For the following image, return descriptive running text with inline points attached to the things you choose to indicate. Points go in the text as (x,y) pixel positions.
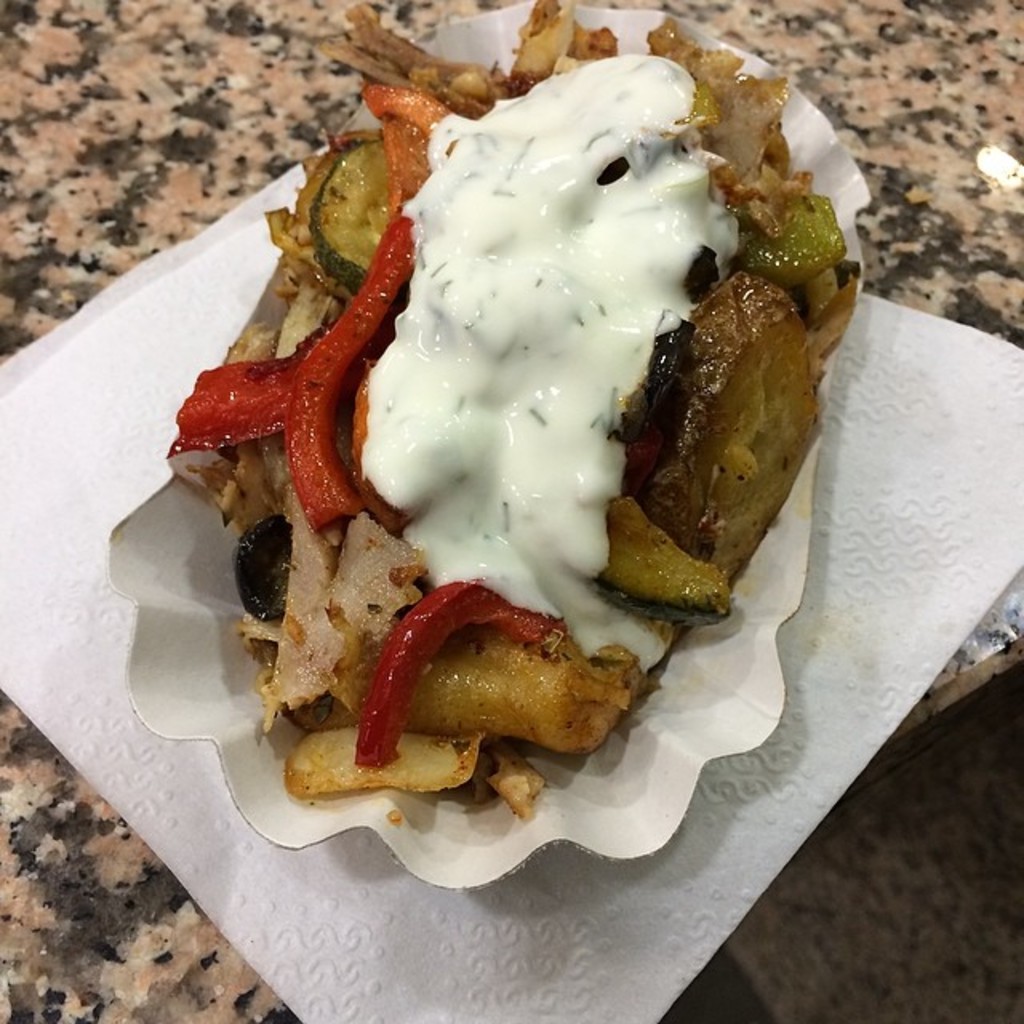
In the picture I can see a food item (499,650) in a paper (491,821). The paper (425,824) is on a tissue paper (859,650). The tissue paper (838,560) is on a stone table (31,848).
